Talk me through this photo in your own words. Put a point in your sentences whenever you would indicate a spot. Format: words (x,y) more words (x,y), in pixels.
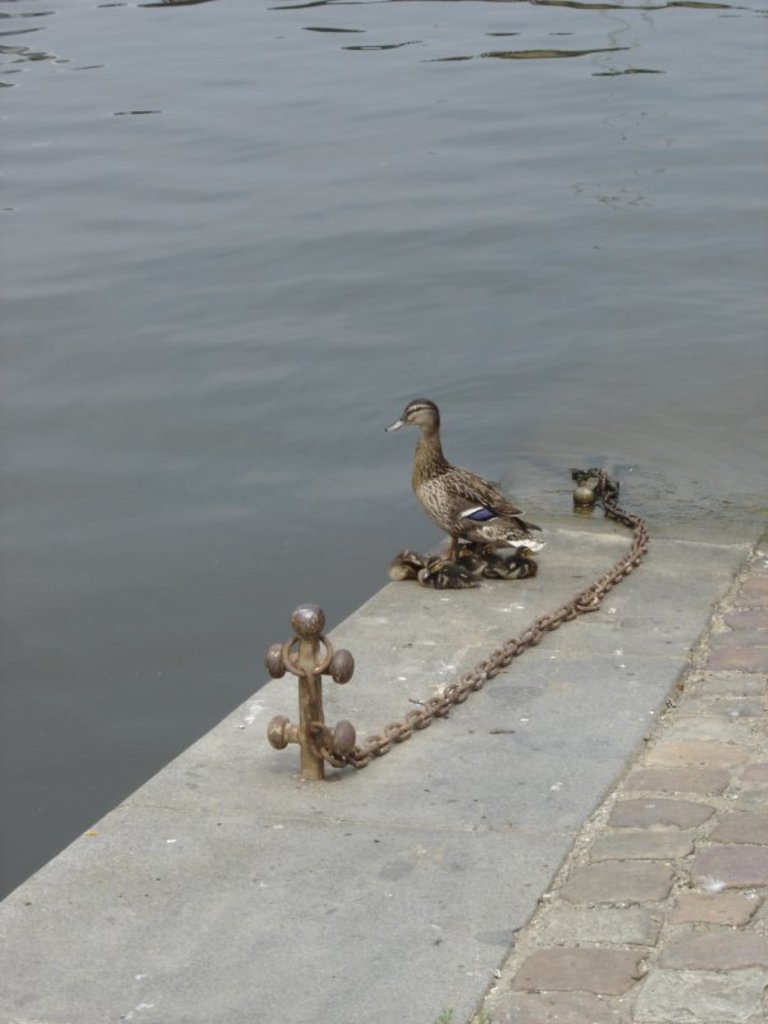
On this surface (471,747) we can see a chain (381,747), duck (471,509) and ducklings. Background (565,270) there is water (507,305).
